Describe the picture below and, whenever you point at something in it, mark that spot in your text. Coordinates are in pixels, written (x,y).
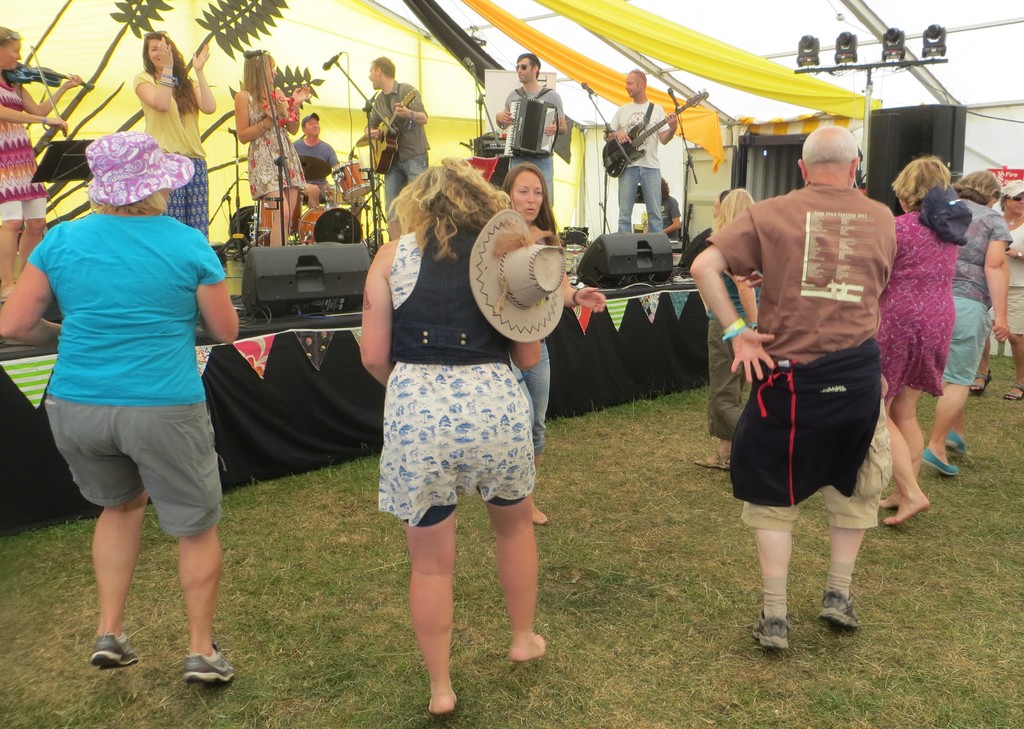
In this image few persons (490,395) are dancing on the grass land (589,584). Woman (133,337) wearing a blue shirt (117,262) is having a cap (126,161). Few persons (148,50) are standing on the stage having few musical instruments (341,220), mike stands (689,151) and few devices (614,272) are on it. Two persons (412,119) are playing guitar (612,157). A person (533,78) is playing a musical instrument (517,122). Left side (10,232) a woman (9,94) is playing a violin (10,70). Beside there is a woman (178,61) clapping her hands (162,55). Behind them there is a banner (72,125). Right side (814,71) there is a sound speaker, beside there is a stand (836,71) having few lights (838,61) attached to it.
